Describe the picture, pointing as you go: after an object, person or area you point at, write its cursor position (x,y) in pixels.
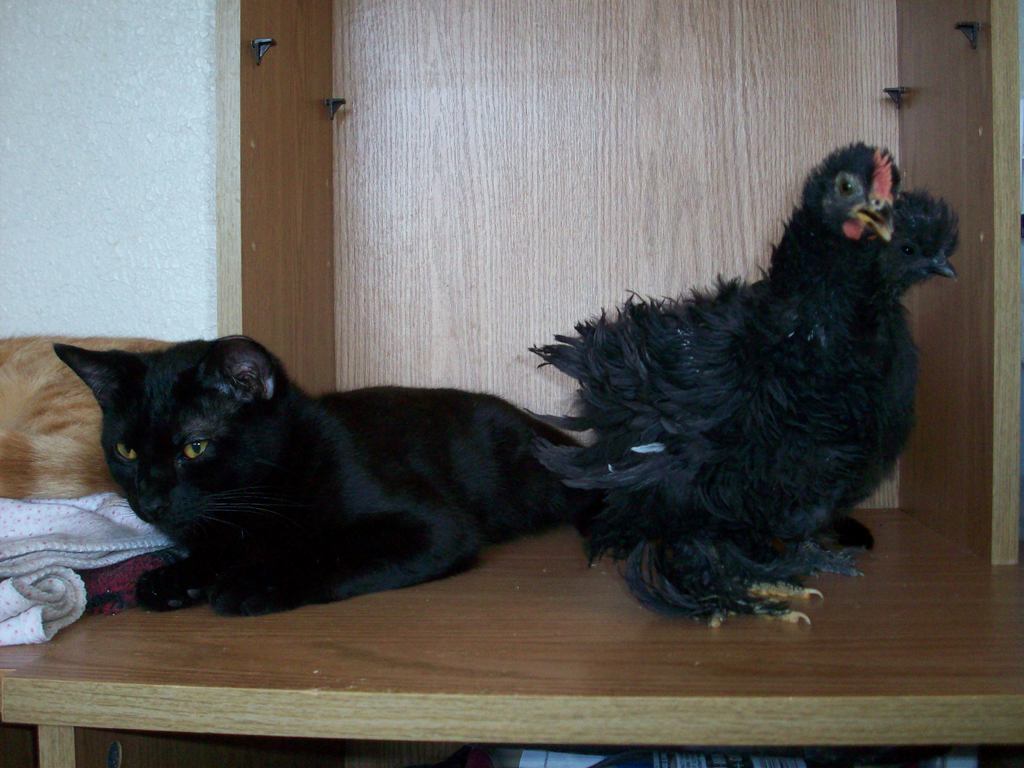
In this picture I can see a cat (436,432), hen (696,432) on a wooden surface (563,629).
